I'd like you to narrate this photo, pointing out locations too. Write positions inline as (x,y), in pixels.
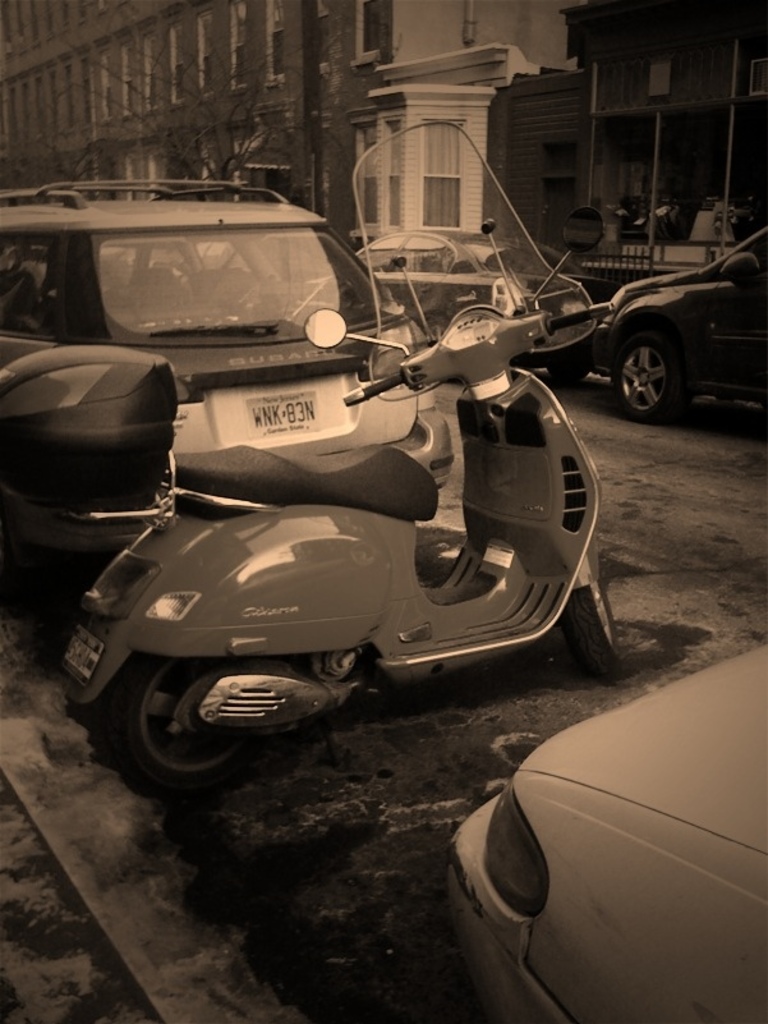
It is a black and white picture. In this picture there are vehicles (511,274), buildings (380,11), trees (208,127) and objects (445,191).
